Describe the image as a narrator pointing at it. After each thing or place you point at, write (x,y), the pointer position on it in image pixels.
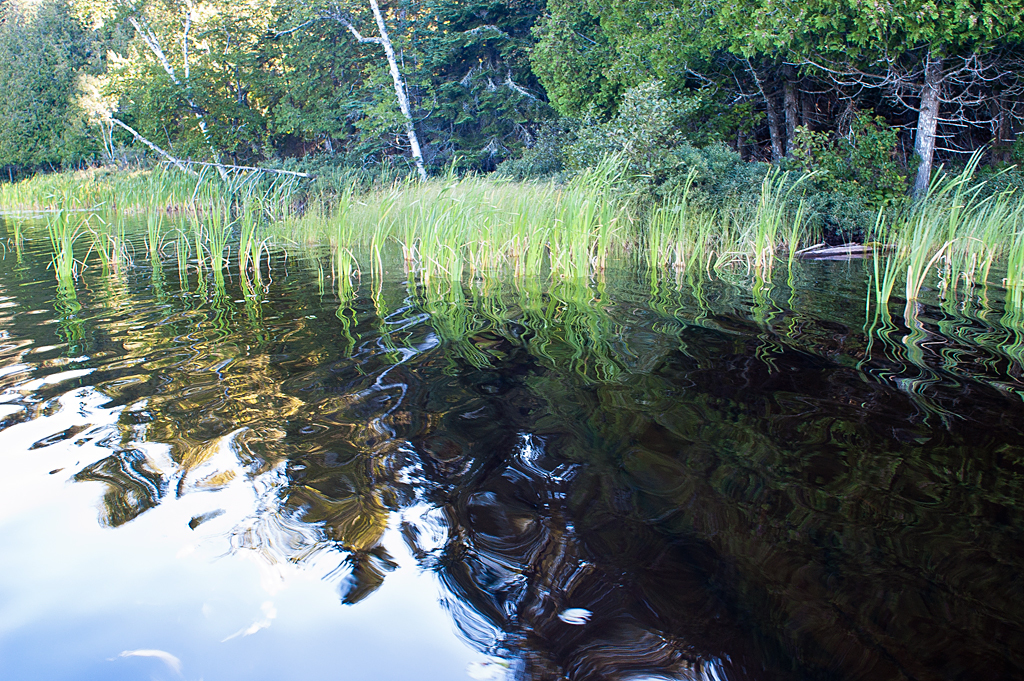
In this picture there are trees (29,105). At the bottom (963,573) there is grass (333,244) and there is water (498,519) and there is reflection (345,573) of sky (332,631) on the water (372,596).
